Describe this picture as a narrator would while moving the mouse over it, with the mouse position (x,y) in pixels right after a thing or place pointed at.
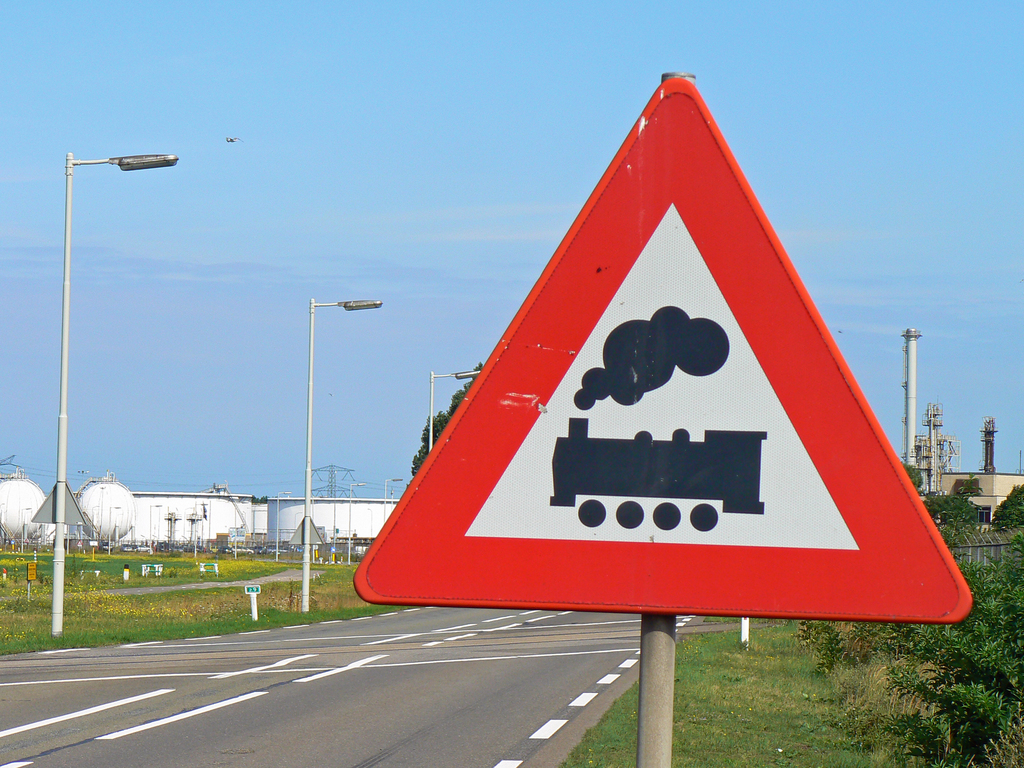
In this picture I can see a signboard (691,611) to a pole (640,659), and there is road (284,696), poles (62,413), lights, plants (982,732), trees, factory (291,524), reactors (272,514), and in the background (535,185) there is sky (367,32).
